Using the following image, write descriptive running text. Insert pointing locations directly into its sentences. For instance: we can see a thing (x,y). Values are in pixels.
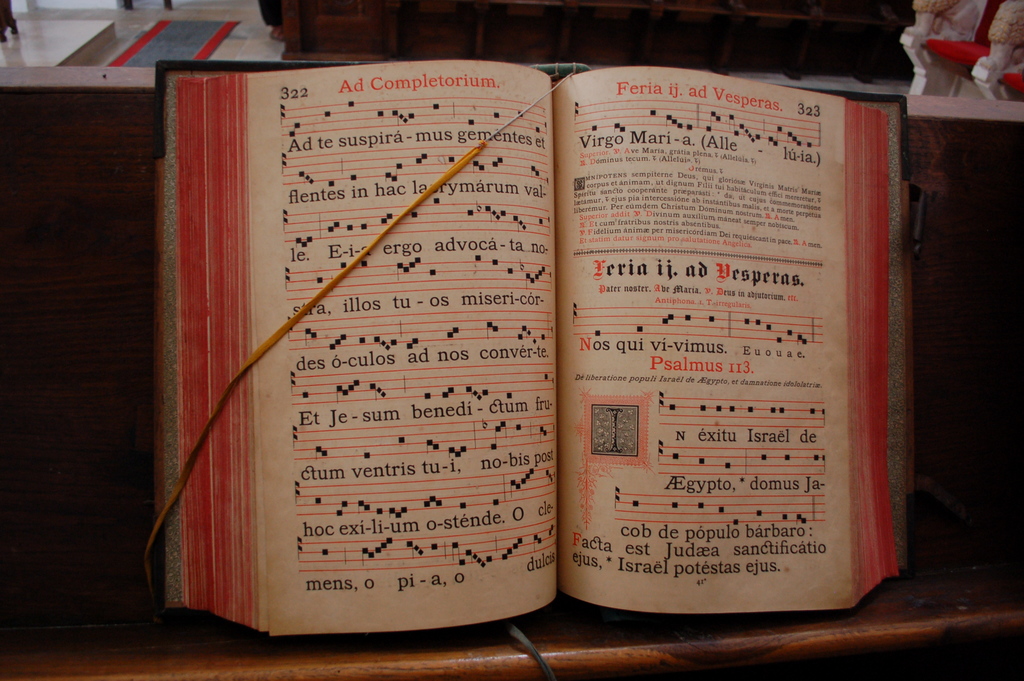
In this image we can see a book (531,501) with some text (445,300) on it which is placed on the wooden surface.
